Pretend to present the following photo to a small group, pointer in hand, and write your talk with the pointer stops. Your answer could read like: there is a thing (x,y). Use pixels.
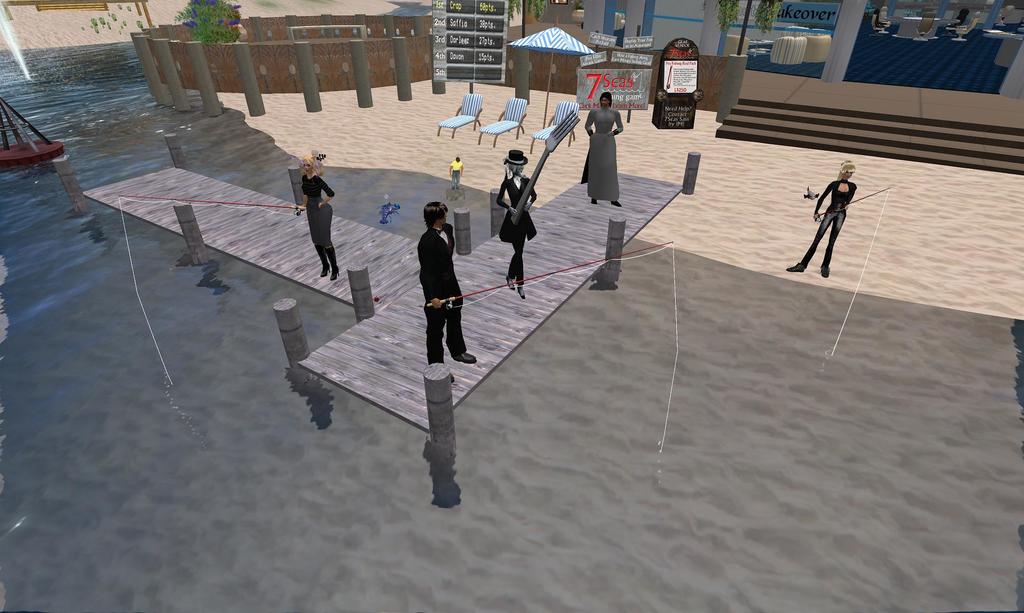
In this picture, we can see an animated image. Here we can see few people (536,196), water (233,495), walkways (477,320), poles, chairs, stairs (996,144), umbrella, few boards (661,111), plants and walls (335,86). Top of the image (1011,45), we can see few objects (1010,32). In this image, we can see few people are holding an object (626,258).
